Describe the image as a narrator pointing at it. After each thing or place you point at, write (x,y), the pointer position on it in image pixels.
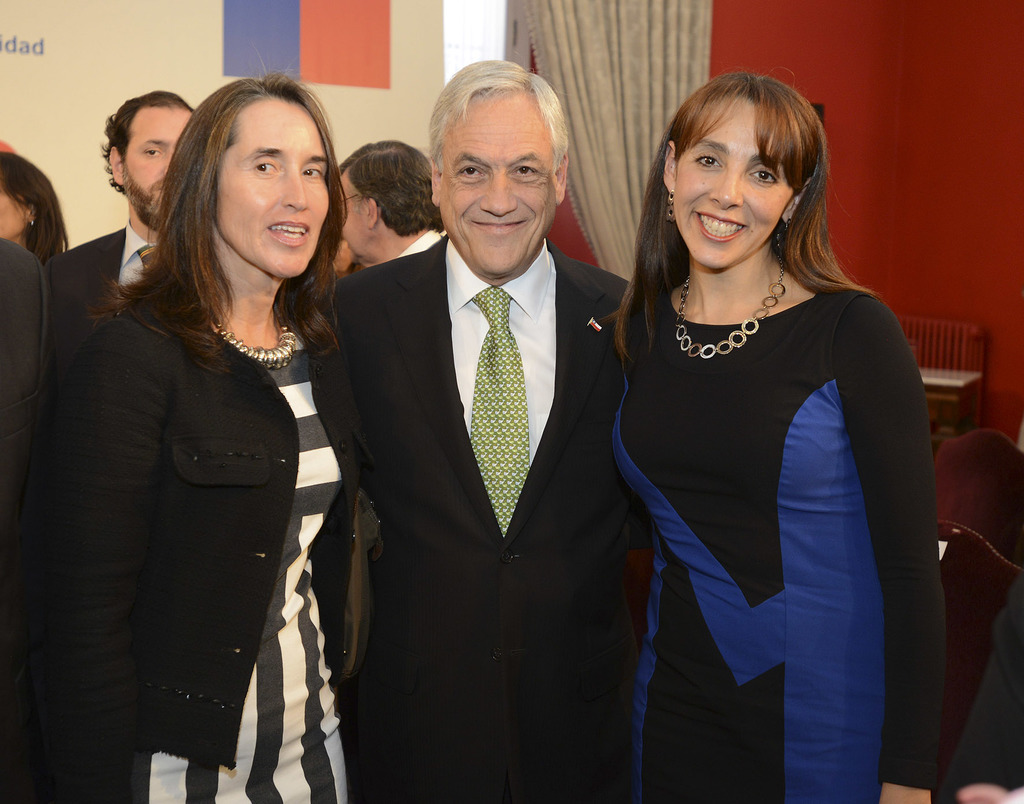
In this image in the foreground (580,520) there are three persons (580,520) standing and smiling, and in the background (359,194) there are some persons (85,259), curtain (606,70), board (26,55), wall (1008,412) and bench (955,398).
